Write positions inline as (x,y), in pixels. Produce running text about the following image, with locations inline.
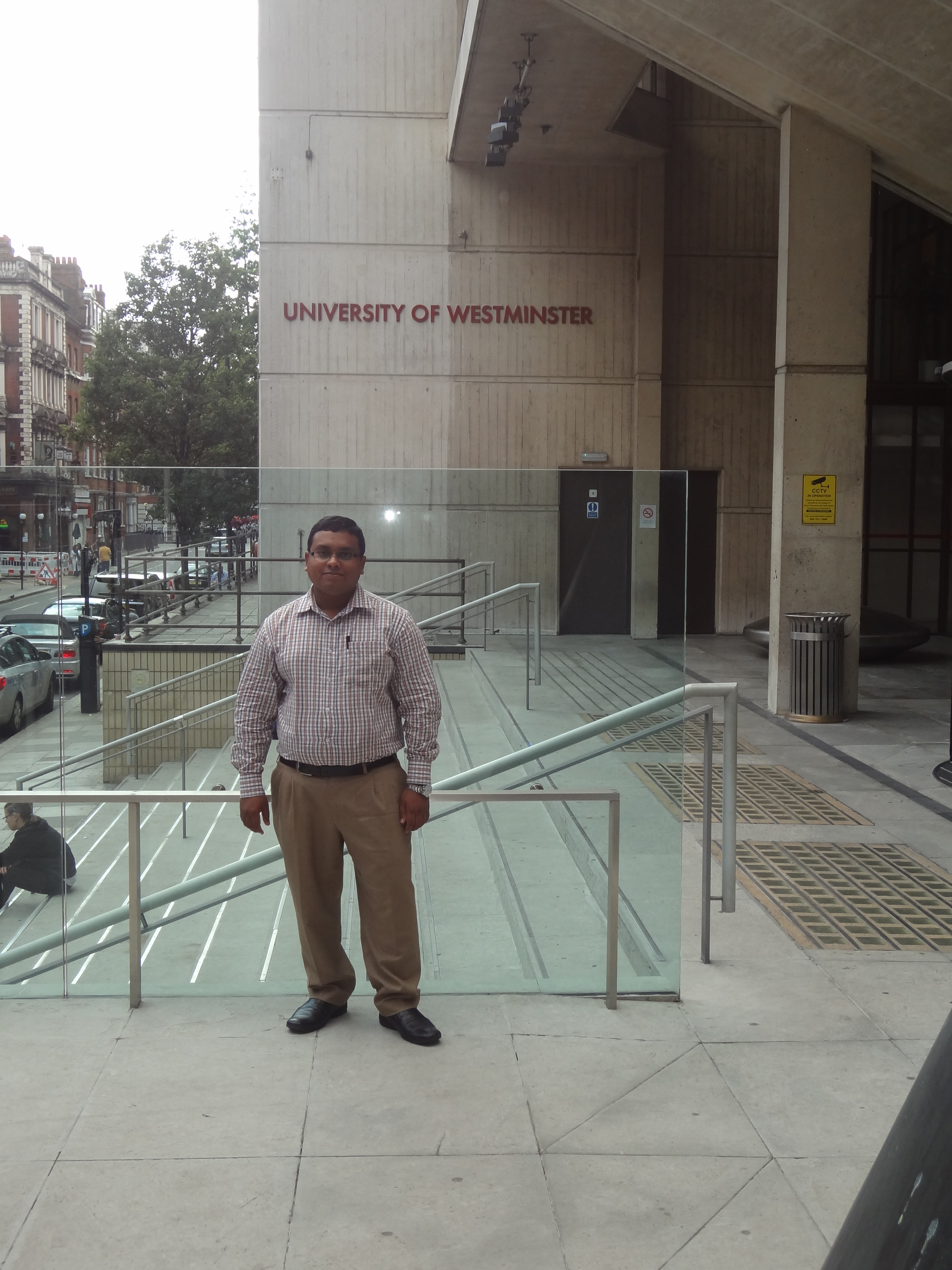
In the middle of the picture (356,787), we see a man (331,713) standing. Beside him, we see a glass (426,836). Behind that, we see a railing (509,768) and a staircase (199,781). The man (23,812) in black jacket (30,845) is sitting on the staircase (114,899). On the right side (661,570), we see a building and a garbage bin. In the background (210,477), we see buildings (49,402) and trees (189,401).
